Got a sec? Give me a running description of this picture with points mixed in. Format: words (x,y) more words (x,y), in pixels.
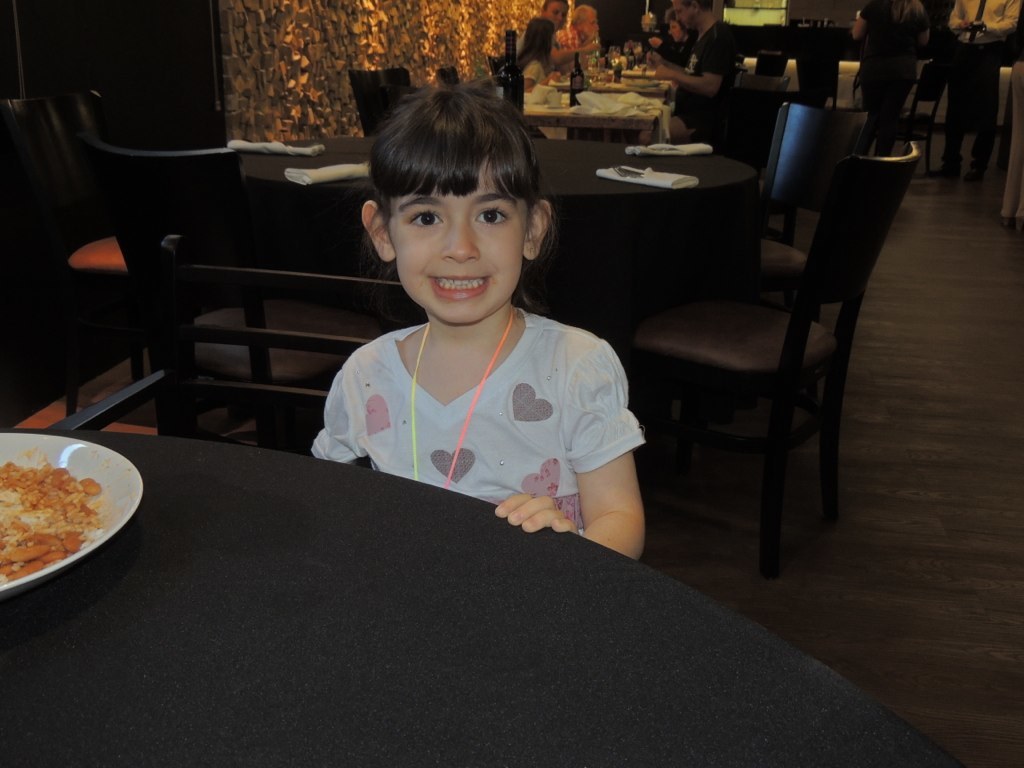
This picture is taken in a restaurant (528,199). In the foreground of the picture (384,581) there is a table (435,600), on the table (398,602) there is a plate (113,497) in the plate (105,473) there is food (46,510). In the center of the picture (386,344) there is a girl (495,419) sitting in chair (331,334). In the background (693,246) there are many tables (725,185) and chairs (767,105). There are few people (705,68) sitting in the background (708,47). To the center of the background (381,38) there is a wall (360,39).
